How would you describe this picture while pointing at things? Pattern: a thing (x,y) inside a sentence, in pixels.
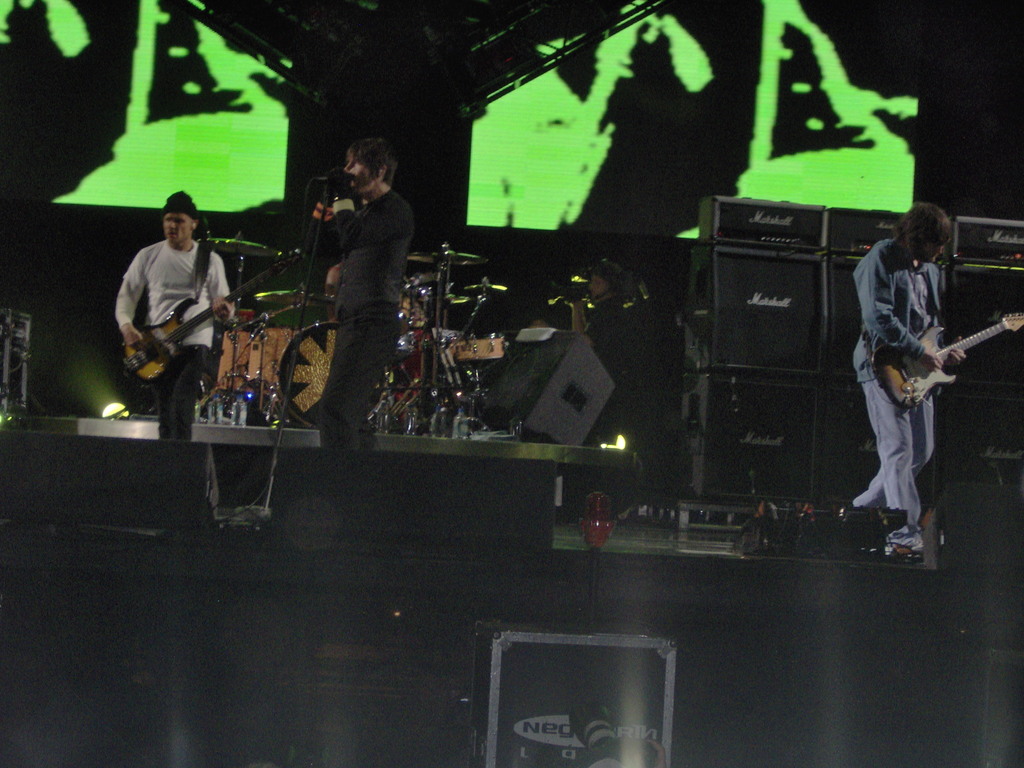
On the stage (457,581) there are three people (886,343) standing. To the right corner (894,339) there is a man (890,424) standing and playing guitar (940,357). And the men (383,296) in middle (383,283) with black dress (379,320) is singing a song. To the left side (194,284) there is another man (190,313) playing a guitar (169,344). And in the background (284,300) there are some musical instruments (272,335). And to the right side (745,318) we can see big speakers (752,355).
